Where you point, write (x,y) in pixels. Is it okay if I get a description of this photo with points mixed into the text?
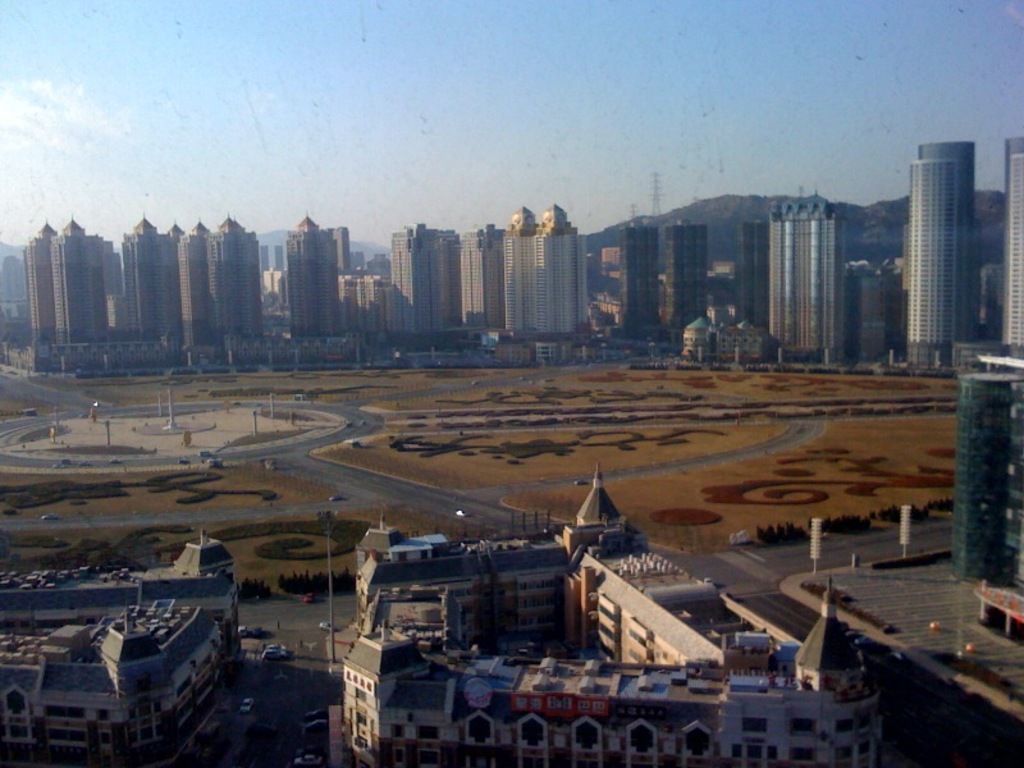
This is a picture of a town (473,557). In the foreground of the picture (972,512) there are buildings (204,597) and trees (324,585). In the center of the picture (458,382) there is a park (495,391), in the park (137,430) there are poles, trees (566,444), plants (681,444) and grass (895,435). In the background (157,315) there are buildings (945,246), skyscrapers (809,272), poles (656,196) and hills (902,252). Sky (202,92) is clear and it is sunny.
